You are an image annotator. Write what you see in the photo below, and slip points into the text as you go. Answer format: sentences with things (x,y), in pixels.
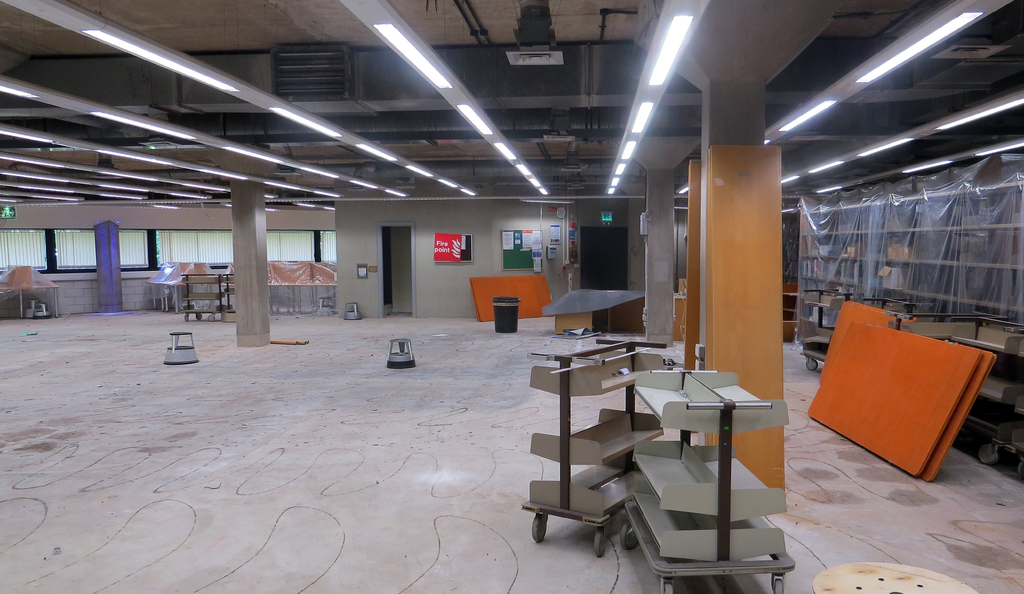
This image is taken from inside. In this image we can see there are racks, wooden board table (915,388) and chairs (188,359) on the floor (357,421). In the background (447,315) there is a board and posters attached to the wall (418,309). At the top of the image (221,129) there is a ceiling (583,146) with lights (620,168).
